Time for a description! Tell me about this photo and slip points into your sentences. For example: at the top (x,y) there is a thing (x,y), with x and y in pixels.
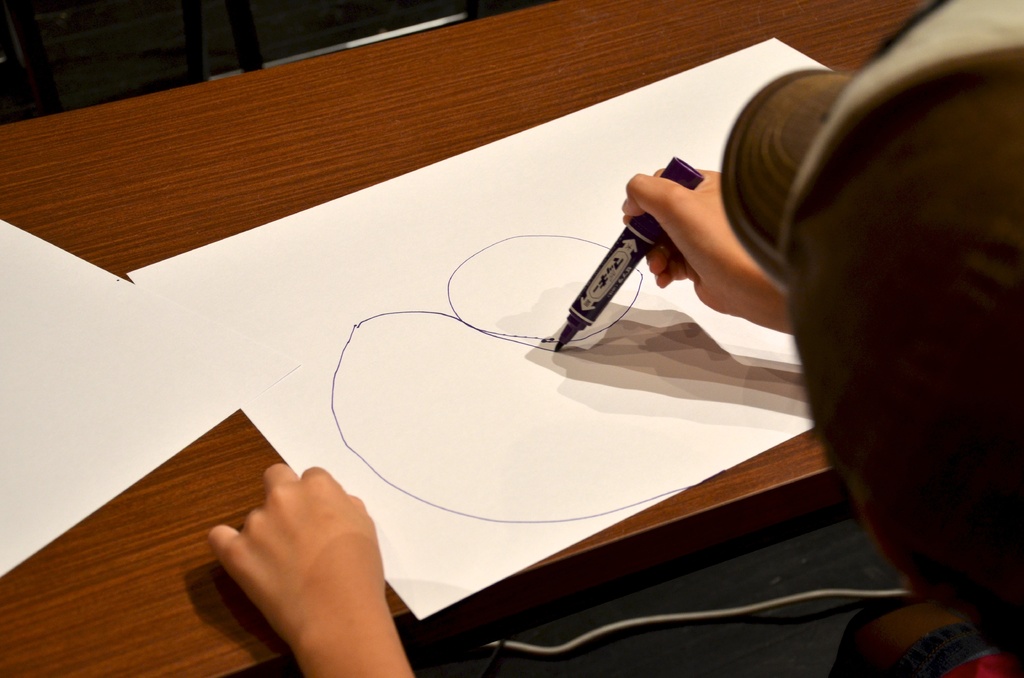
on the table (242,180) there is a paper (422,386) and a person (865,417) is drawing on the paper (456,583).
